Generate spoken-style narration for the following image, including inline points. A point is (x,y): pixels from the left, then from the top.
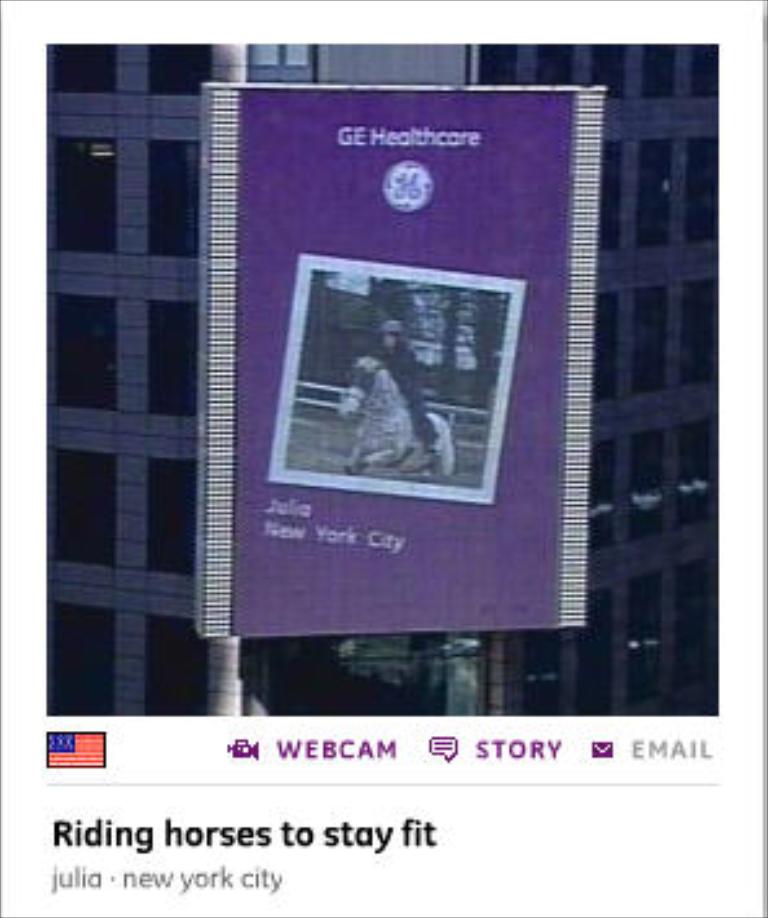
This is a poster (762,492) and in this poster (48,455) we can see a photo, building (672,373) and some symbols (86,766) and text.
